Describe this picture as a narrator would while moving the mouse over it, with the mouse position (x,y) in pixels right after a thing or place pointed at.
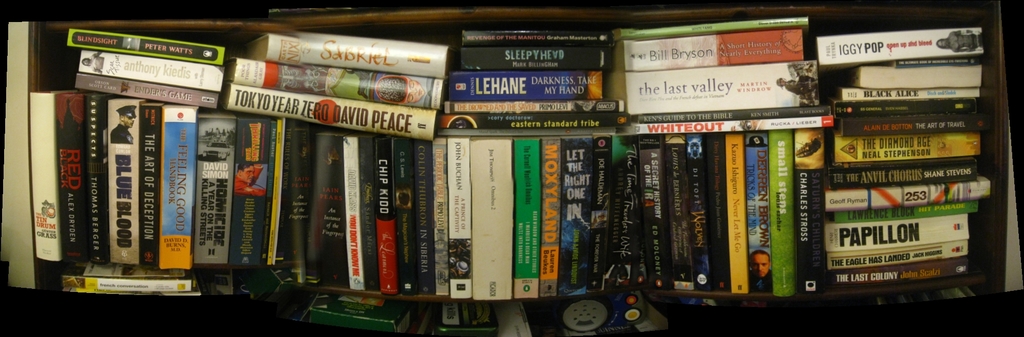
In this image I can see books (356,126) in a shelf (42,269). On these books covers (451,206) I can see something written.
